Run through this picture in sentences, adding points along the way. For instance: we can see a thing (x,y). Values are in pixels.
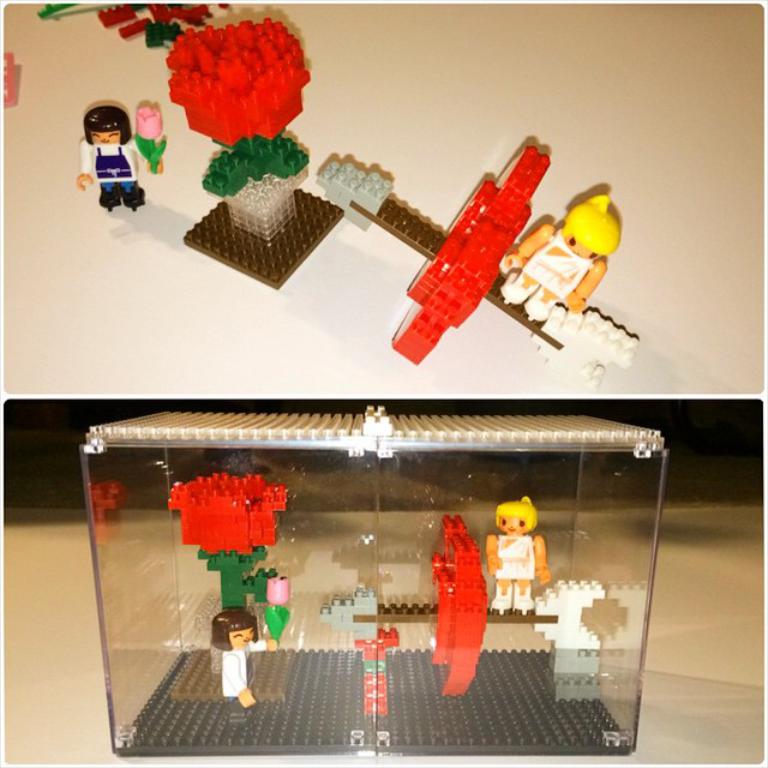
In this image we can see Lego toys (222,487). At the bottom (547,704) we can see toys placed in a glass box (331,474) on the floor (663,715). At the top (207,98) we can see toys (241,222) on a platform (168,151).
